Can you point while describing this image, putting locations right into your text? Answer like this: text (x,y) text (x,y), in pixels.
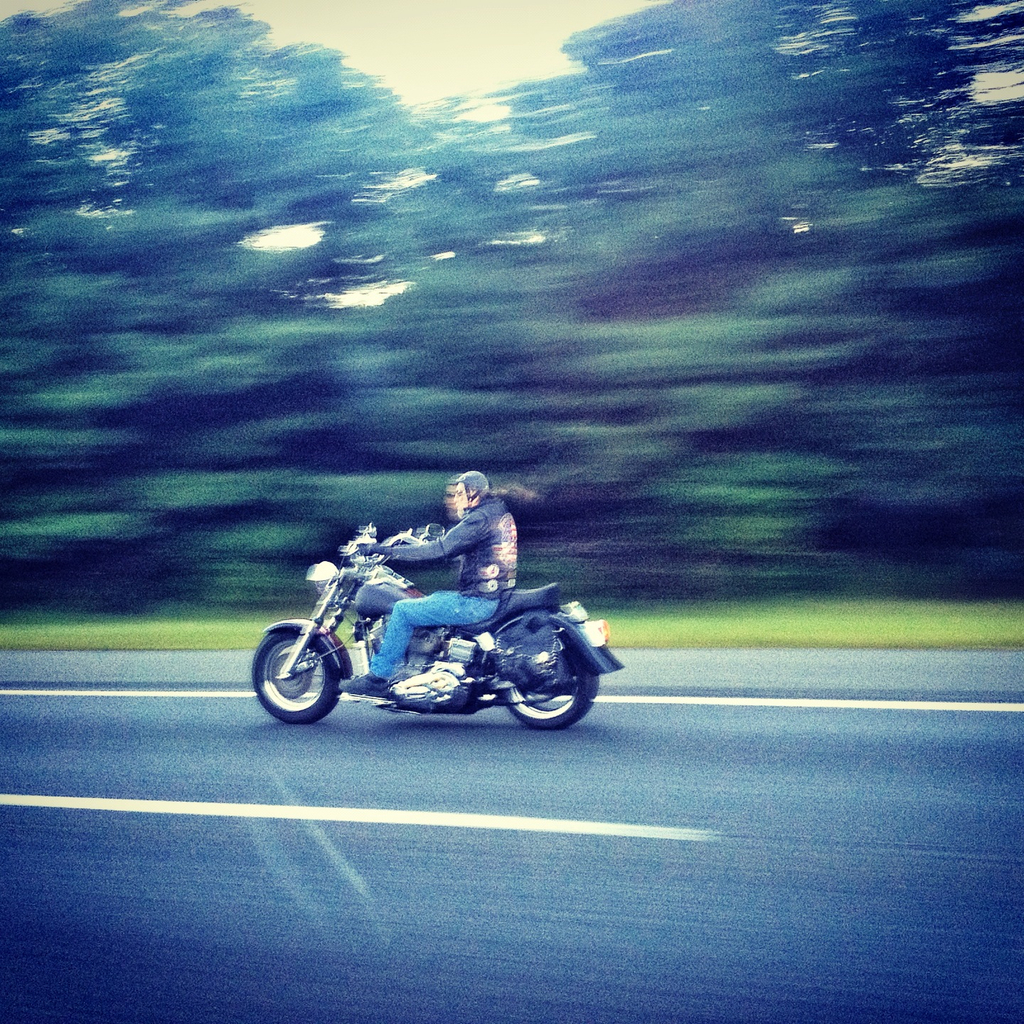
As we can see in the image, there are trees (584,236), road (446,837) and a man (467,608) on motorcycle (498,690).
